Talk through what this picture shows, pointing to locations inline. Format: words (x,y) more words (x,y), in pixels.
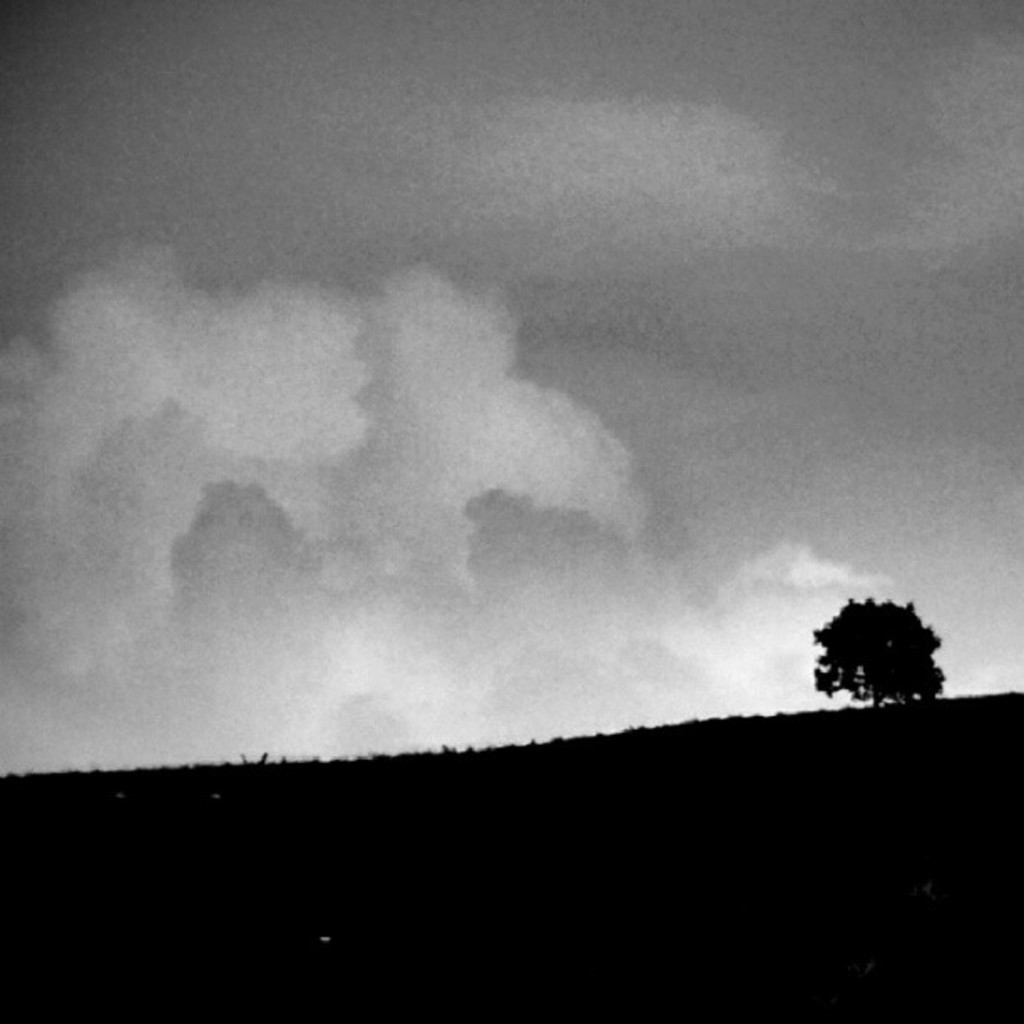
This is an edited picture. At the bottom (522,878) it is looking like there is a hill (828,759). At the top (361,220) there is sky (515,332).
